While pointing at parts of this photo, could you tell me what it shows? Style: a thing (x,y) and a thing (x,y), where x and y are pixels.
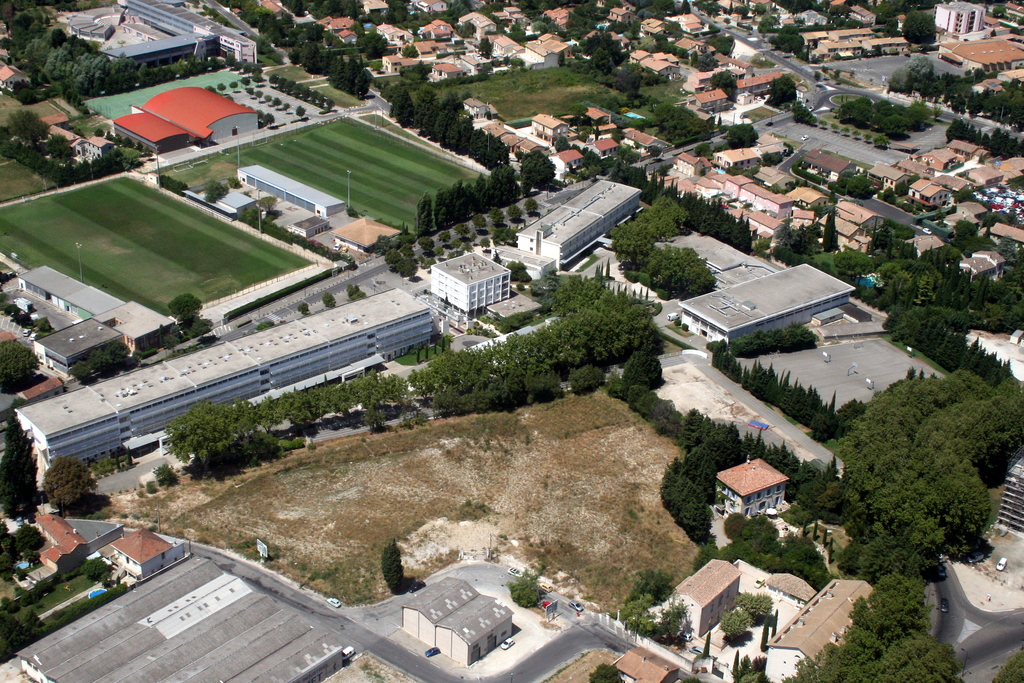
This is the aerial view image of a city (783,387), there are many homes (697,162) all over the image with trees (673,280) surrounding it and there are grasslands (228,269) in the background (52,231).
